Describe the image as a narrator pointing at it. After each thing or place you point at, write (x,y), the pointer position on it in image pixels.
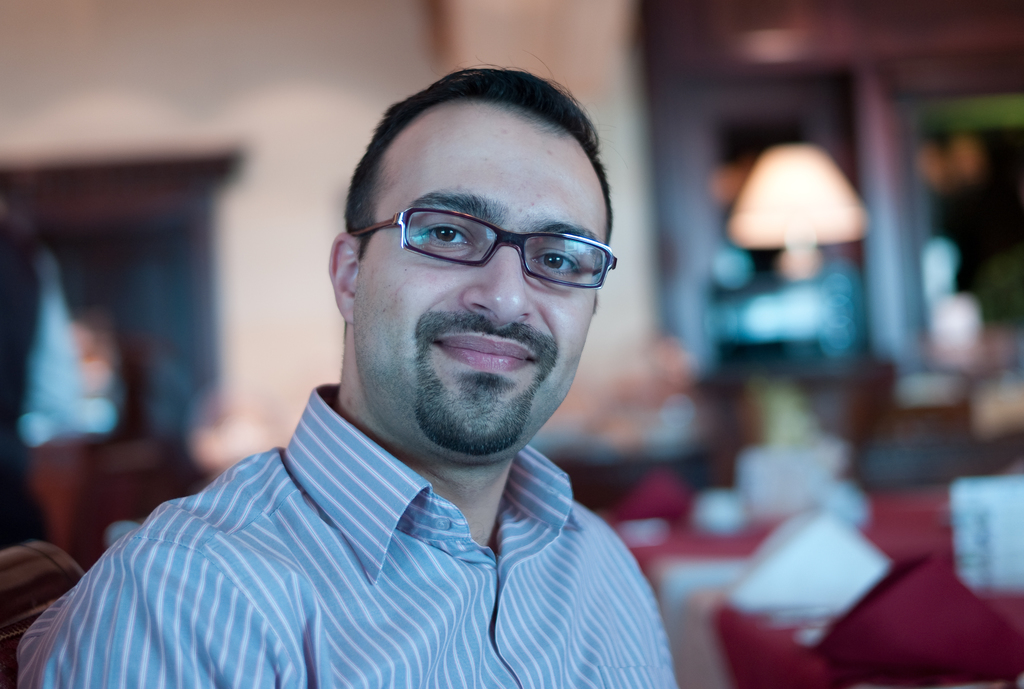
There is a person (466,386) in a shirt (490,653), wearing a spectacle (435,213) and smiling. And the background (829,667) is blurred.
